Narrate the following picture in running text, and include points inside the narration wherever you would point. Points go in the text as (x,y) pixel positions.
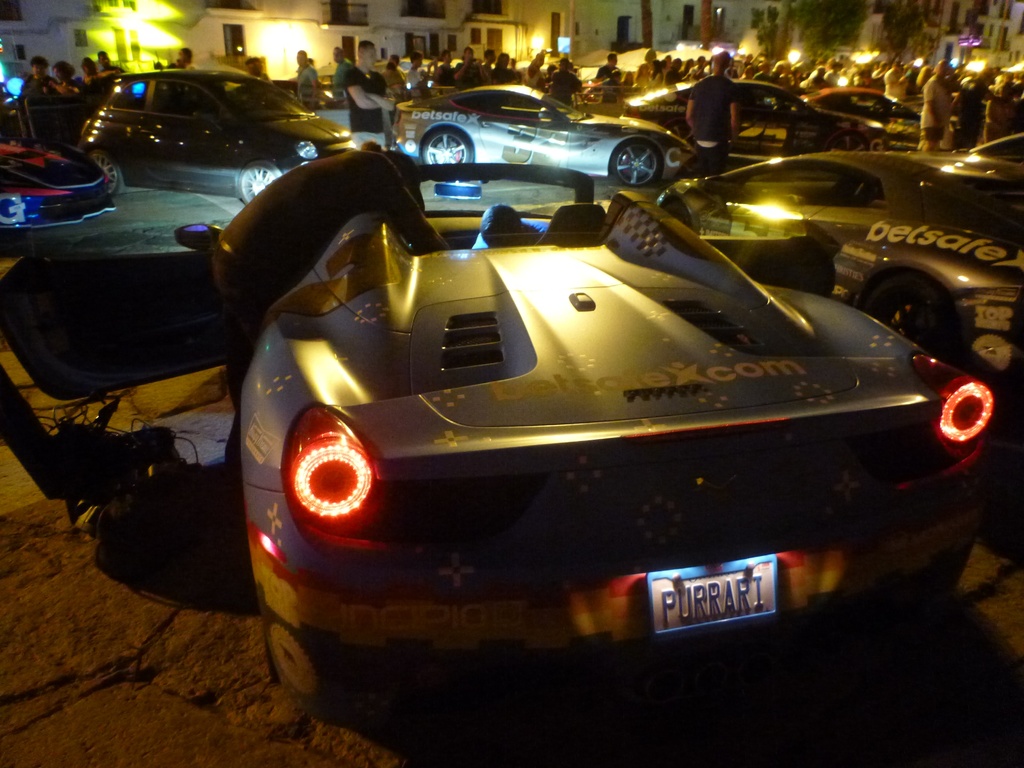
In this image I can see the vehicles (566,263). I can also see some people (551,75). In the background (483,25), I can see the buildings (516,30).
